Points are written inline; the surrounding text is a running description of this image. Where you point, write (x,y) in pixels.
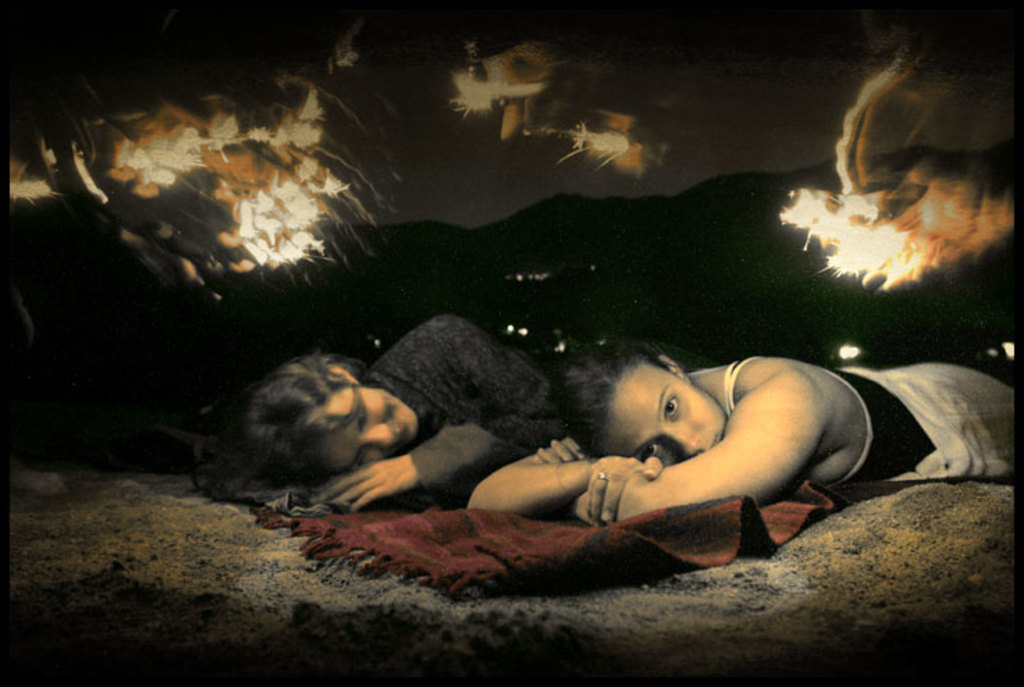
In this image we can see two ladies (482,437) lying on the floor (344,589). There is a red color carpet (438,535). In the background of the image (672,251) there are mountains (558,238). This is an edited image.
